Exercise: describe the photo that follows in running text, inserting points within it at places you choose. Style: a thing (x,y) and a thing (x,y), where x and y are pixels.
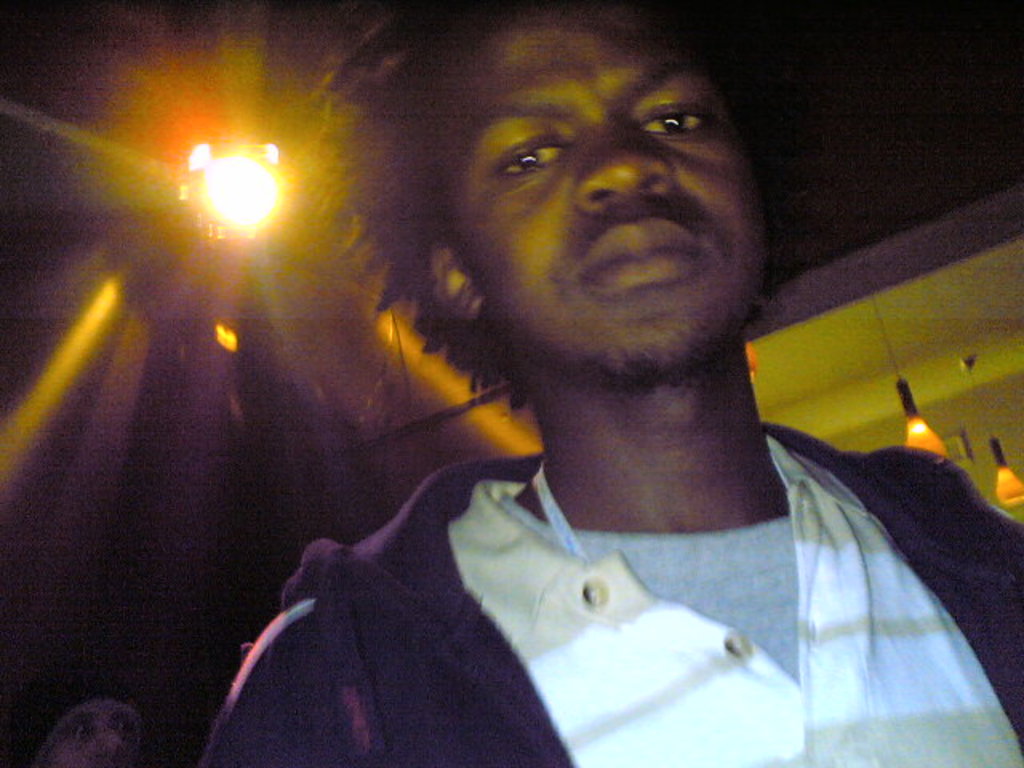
There is a person (630,64) in dark color jacket (441,693), standing. In the background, there are lights (1002,487) attached to the roof (878,411). And the background (971,60) is dark in color.
